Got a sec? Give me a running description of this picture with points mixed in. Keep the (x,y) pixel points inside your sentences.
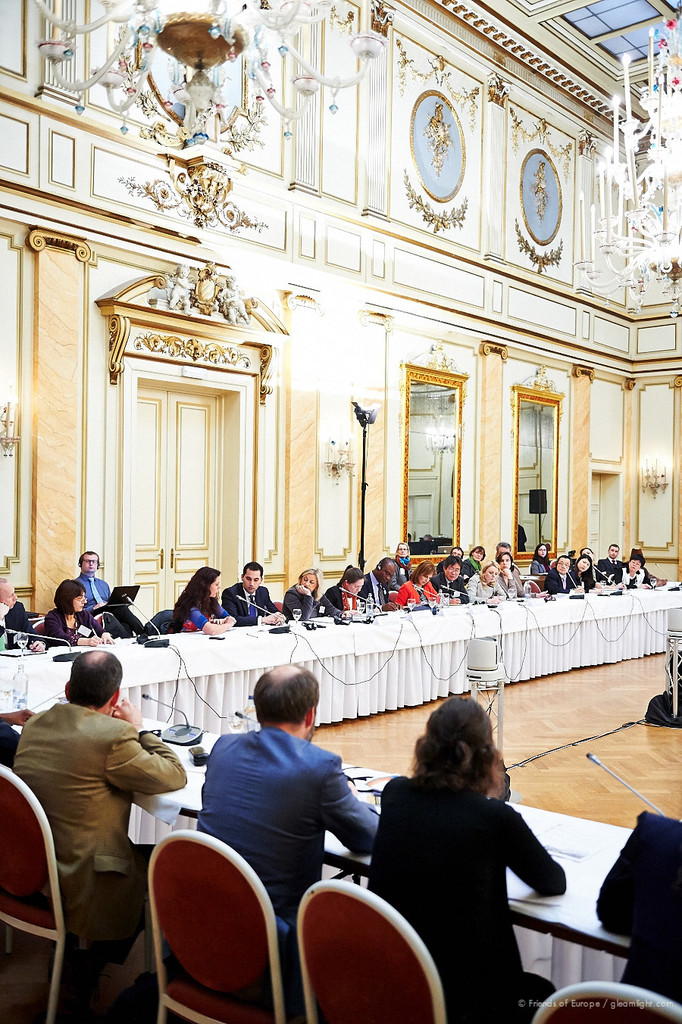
In this image I see number of people (669,862) who are sitting on the chairs (16,809) and there is table (443,691) in front of them and there are few things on it. In the background (636,513) I see the wall (664,525), doors (235,390) and the lights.
